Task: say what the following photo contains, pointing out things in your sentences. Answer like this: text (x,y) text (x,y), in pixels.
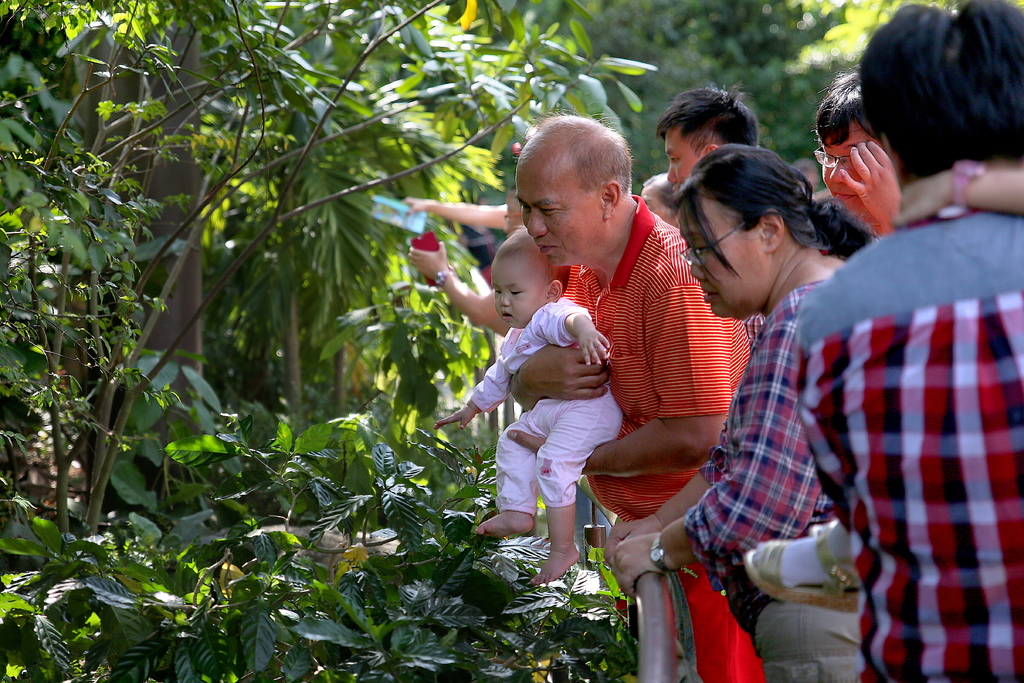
On the right side of the image (770,357) we can see a few people (824,297) are standing and they are in different costumes (848,325). Among them, we can see one person (687,413) is holding a kid (589,428) and a few people (706,279) are holding some objects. In the background (301,237), we can see trees (389,232).
